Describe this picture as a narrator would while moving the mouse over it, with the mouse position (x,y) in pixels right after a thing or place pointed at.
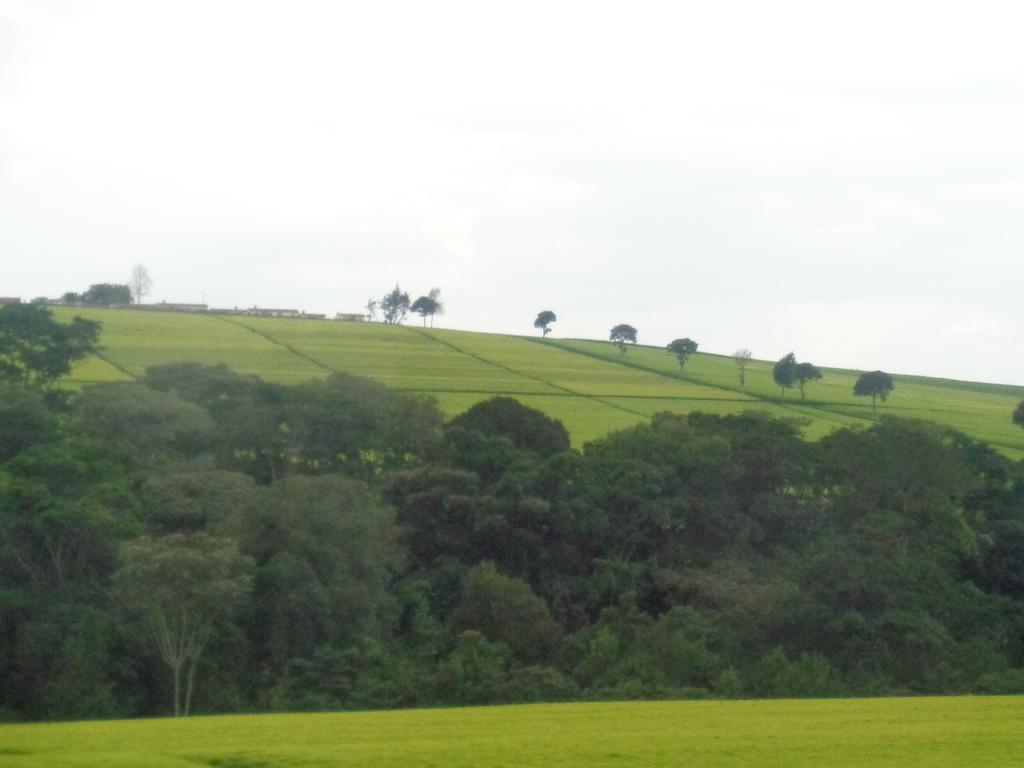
In this picture we can see so many trees (452,513) and land (662,387) is full of grass (767,717). The sky (565,293) is in white color.
